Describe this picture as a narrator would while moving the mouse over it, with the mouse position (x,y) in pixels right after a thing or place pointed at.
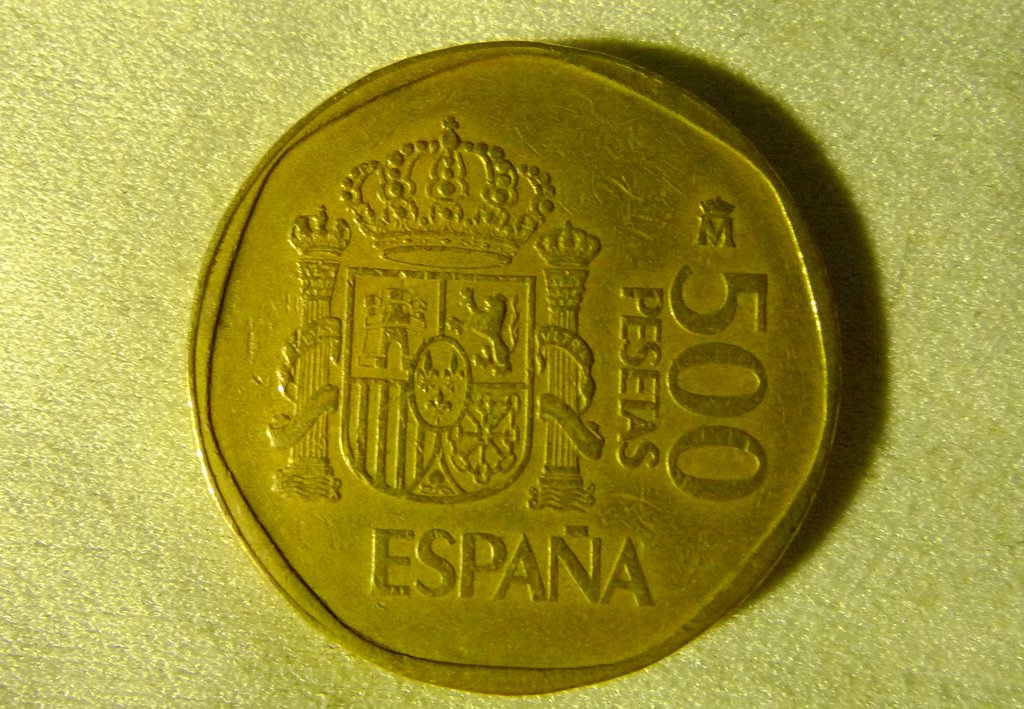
In the image we can see a coin (324,498) on the table (196,236).
